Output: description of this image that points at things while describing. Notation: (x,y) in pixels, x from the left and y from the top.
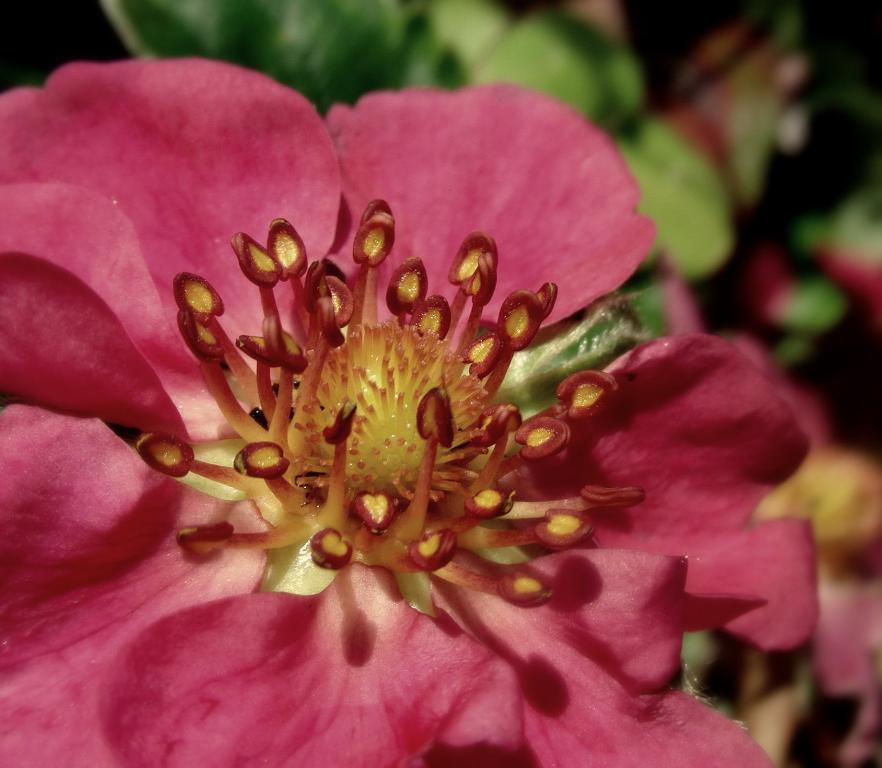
In this picture we can see a flower (556,590) and in the background (361,66) we can see leaves (834,234) and it is blurry.
